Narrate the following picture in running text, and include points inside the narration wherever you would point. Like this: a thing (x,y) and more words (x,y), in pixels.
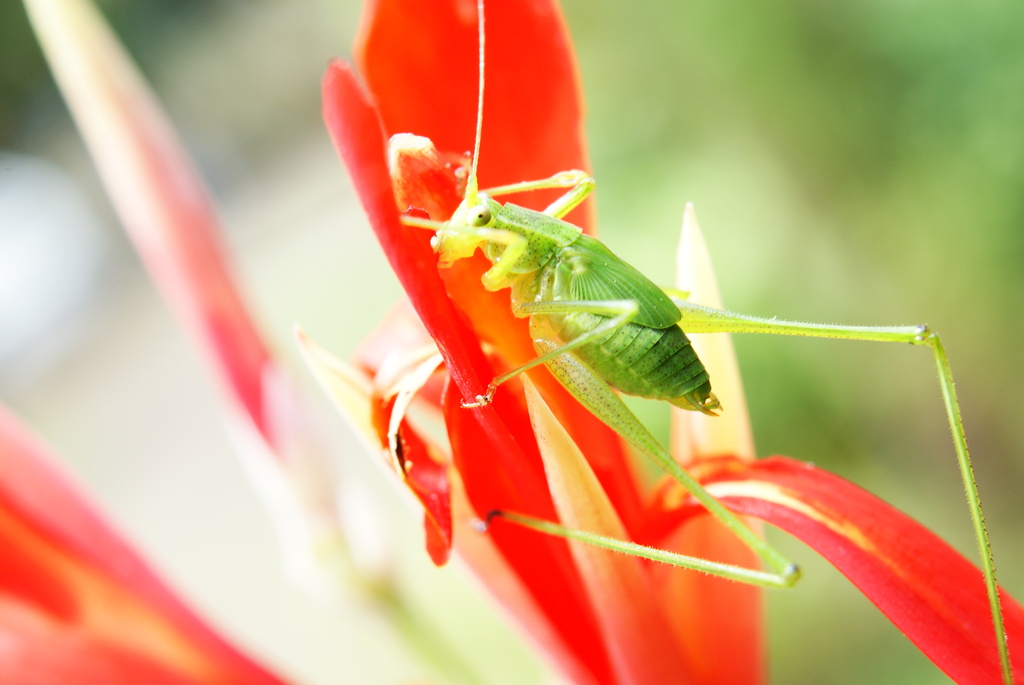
In this image we can see a grasshopper (544,357) on a flower (627,471).
